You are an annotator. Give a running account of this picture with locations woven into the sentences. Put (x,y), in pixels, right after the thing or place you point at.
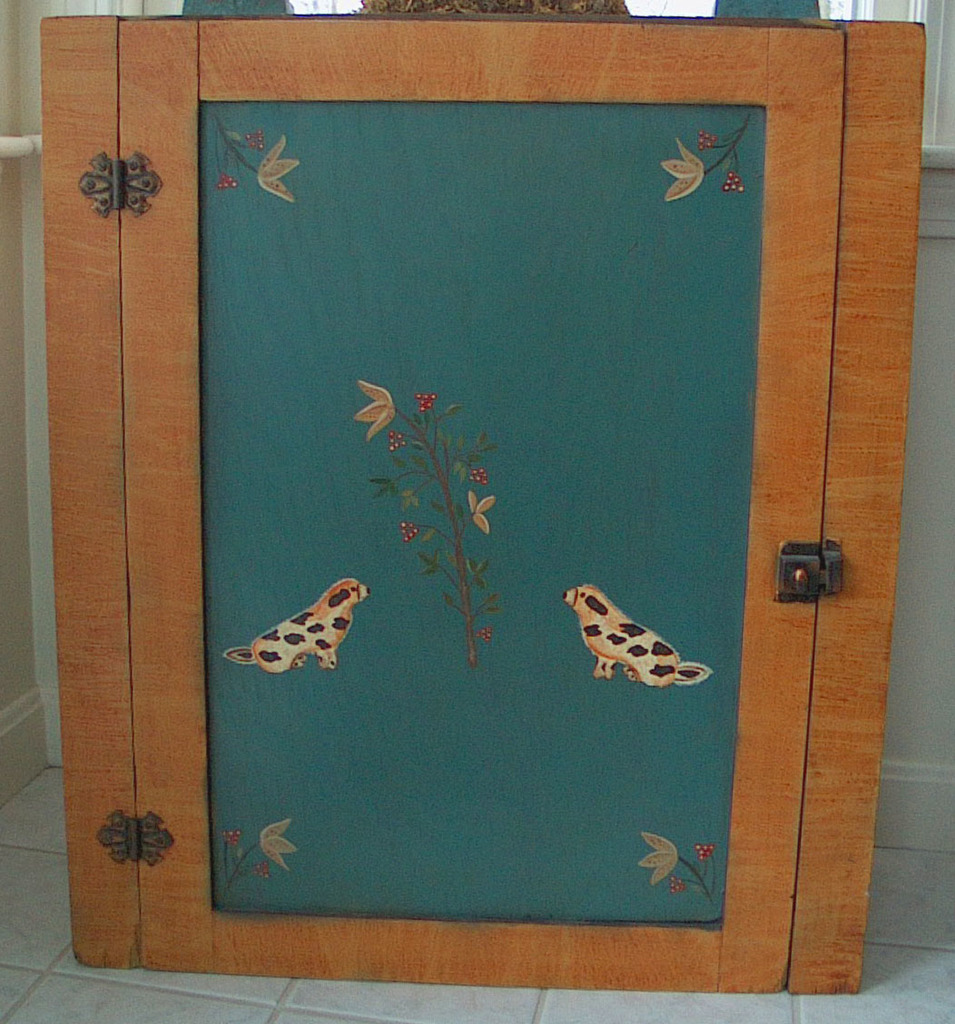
There is a wooden box (396,360) with a door (527,618). On the door (499,544) there is a painting (437,344).
